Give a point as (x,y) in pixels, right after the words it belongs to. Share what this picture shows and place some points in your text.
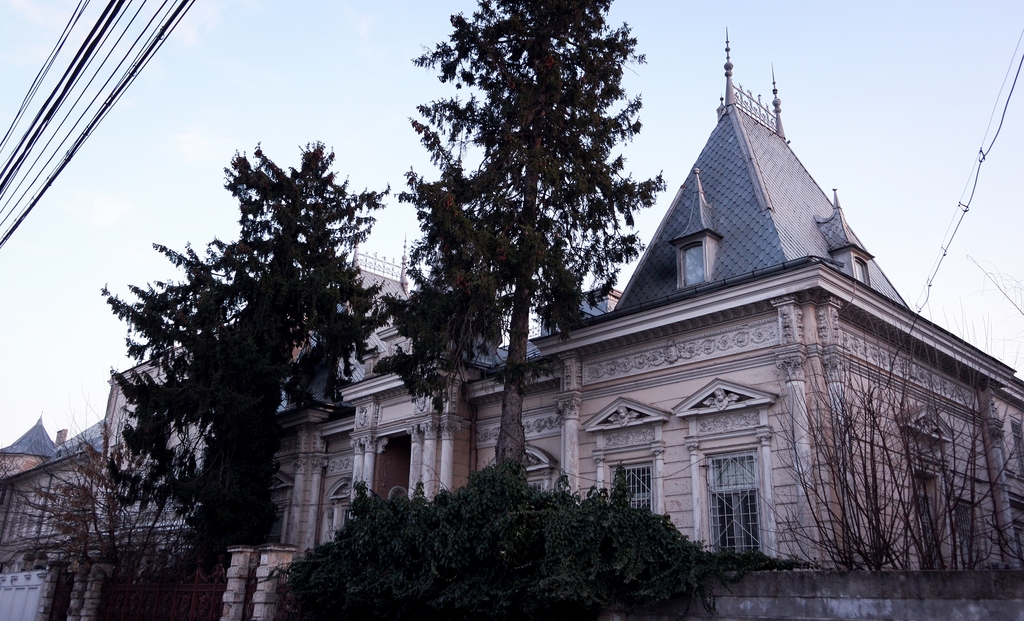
In this picture we can see many houses (648,481) surrounded by trees (239,498), bushes (469,489) and wires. The sky (190,157) is blue.
